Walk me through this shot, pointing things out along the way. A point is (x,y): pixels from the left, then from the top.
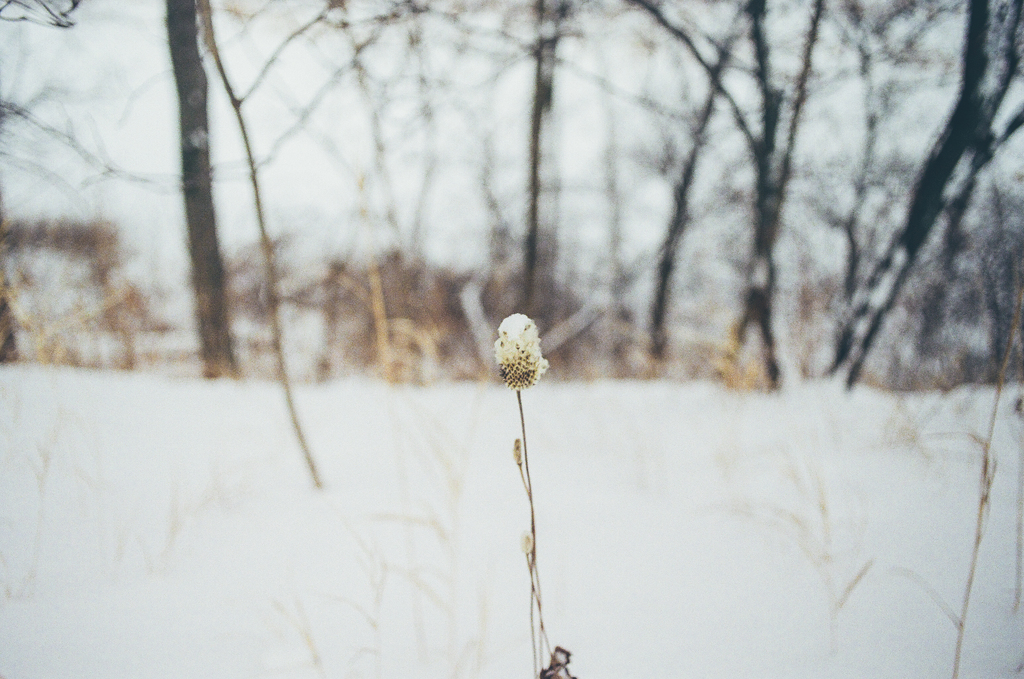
In this image, I can see a bud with a stem (520,405). In the background (261,388), I can see the snow (323,486) and trees (768,317). This picture looks slightly blurred.
